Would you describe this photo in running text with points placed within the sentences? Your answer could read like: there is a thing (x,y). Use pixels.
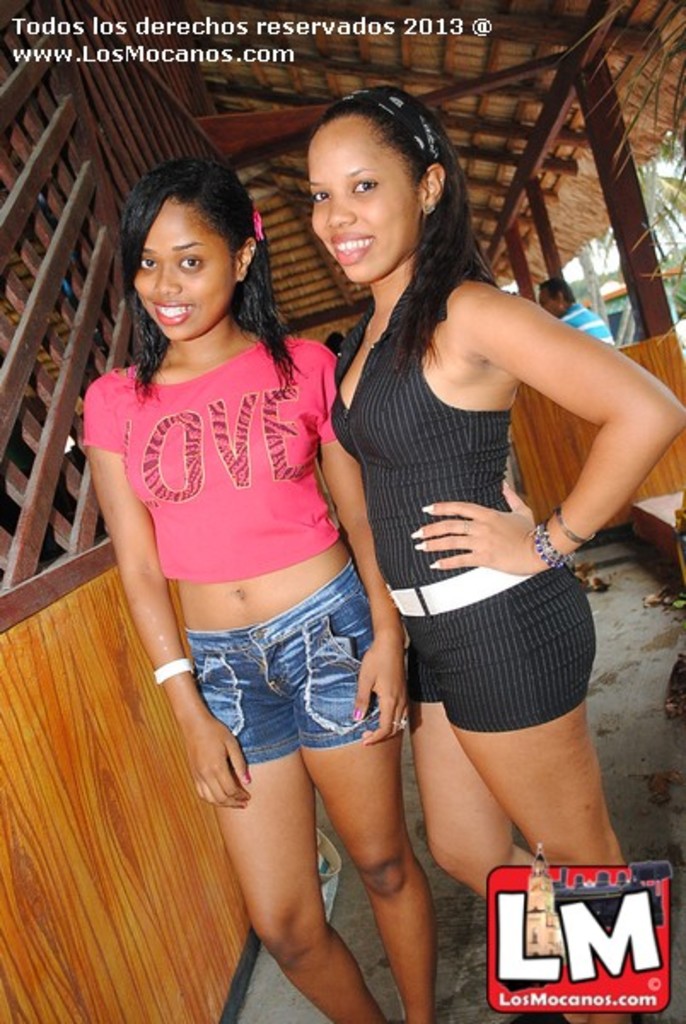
In this image, we can see two girls (614,419) standing and they are smiling, at the left side (74,817) we can see a wooden board (49,717), at the top (7,330) there is a shed (45,4).
